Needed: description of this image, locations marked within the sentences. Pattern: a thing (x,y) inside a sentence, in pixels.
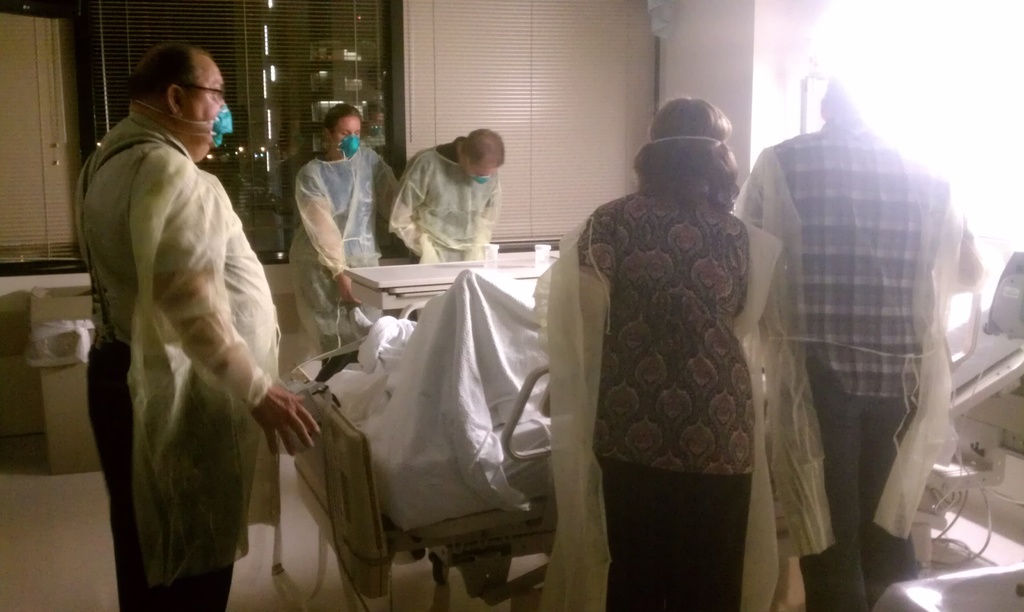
As we can see in the image, there are few people (877,268) standing over here and there is a table (438,281). On table (403,274) there are glasses (491,255).
